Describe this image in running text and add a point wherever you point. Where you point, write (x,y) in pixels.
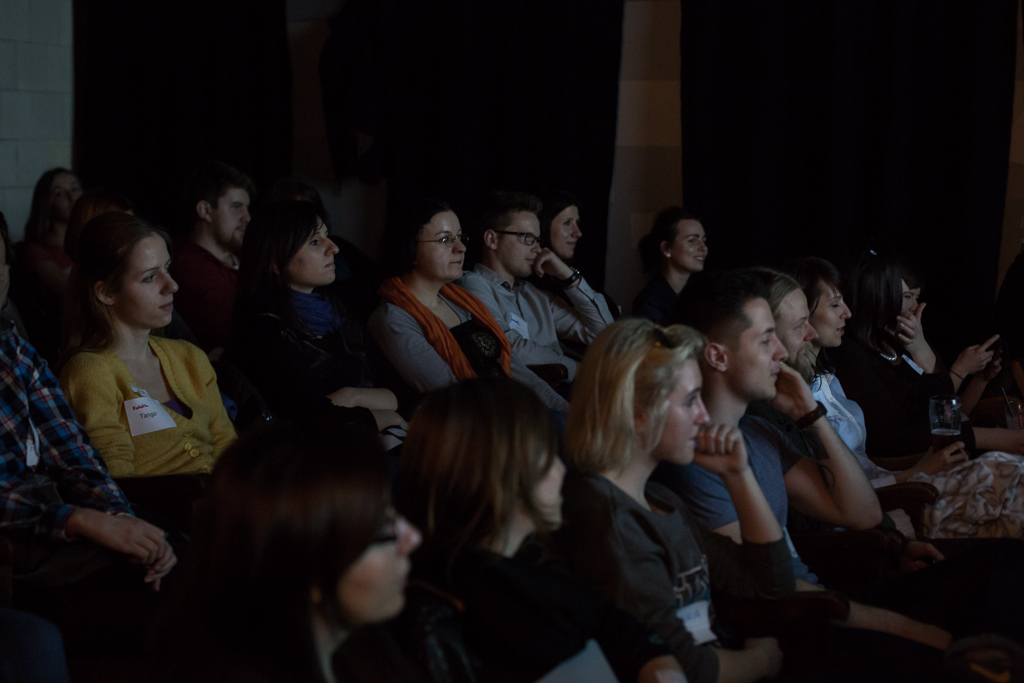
In this image, I see a group of people (743,275) and all of them are sitting.
